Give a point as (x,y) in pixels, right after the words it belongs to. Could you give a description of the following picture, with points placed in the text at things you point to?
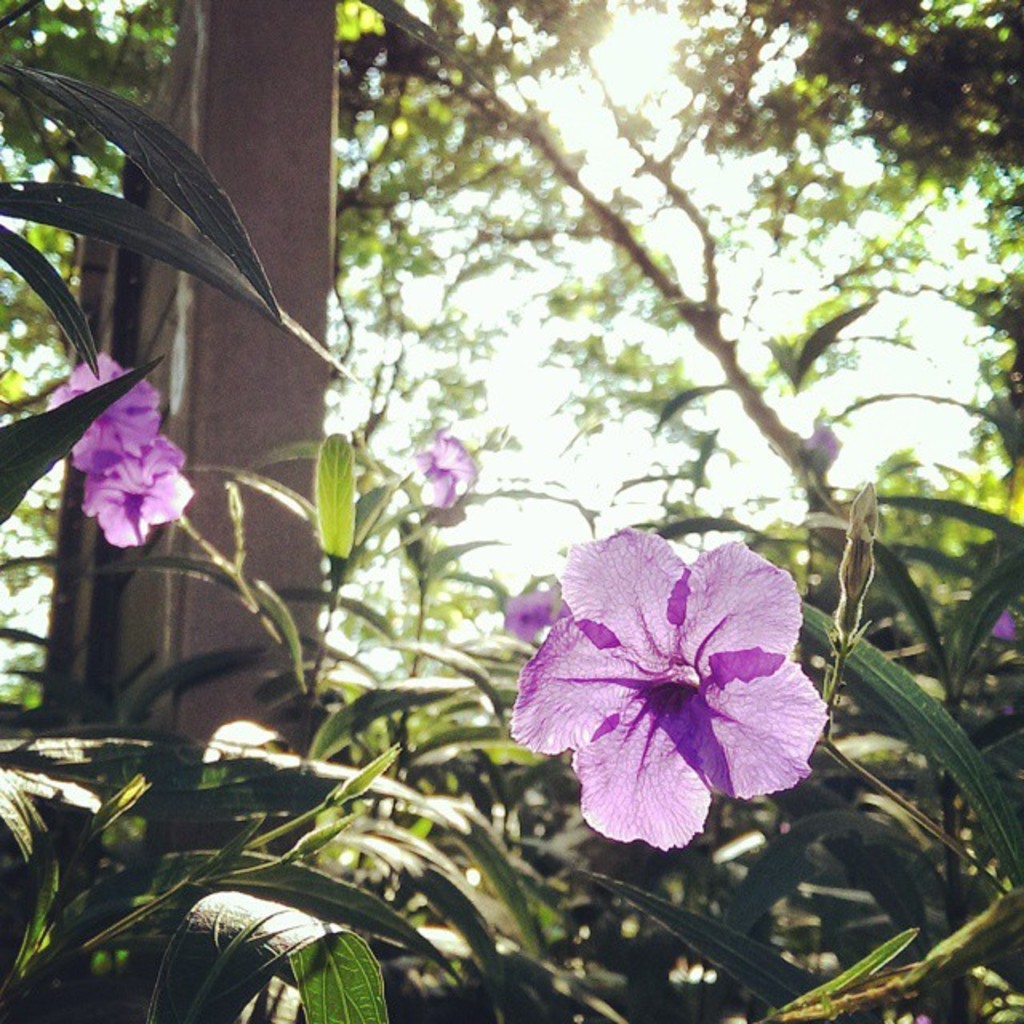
In this image, these look like the plants (692,780) with the flowers (773,752) and leaves (324,913). These flowers (681,636) are purple in color. In the background (296,403), I can see the trees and a board (231,389).
